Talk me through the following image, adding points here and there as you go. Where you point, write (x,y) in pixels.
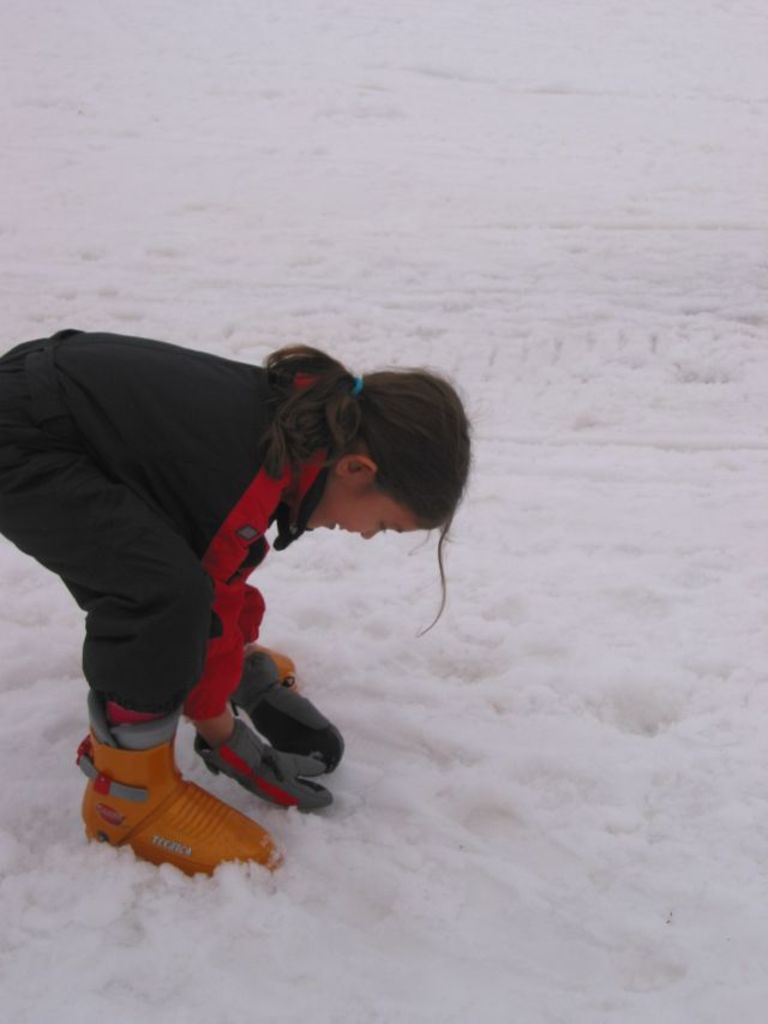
In this image there is a little girl (202,646) standing on the surface (454,560) of the snow (409,761) and she placed her hands (261,732) above the snow (346,762).
